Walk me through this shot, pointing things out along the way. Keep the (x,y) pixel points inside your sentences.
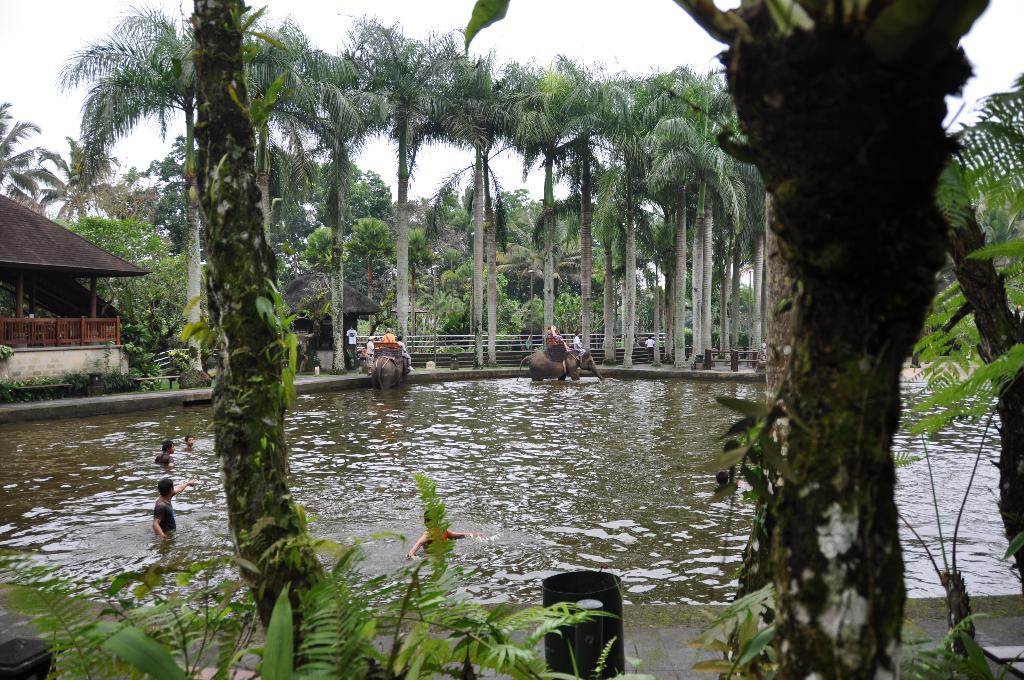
At the bottom of the picture (275,596), we see the trees (393,604) and a garbage bin (589,656). Beside that, we see the people (164,496) are swimming in the water (416,532). We see the people (402,346) are riding the elephants (532,356) in the water (600,400). Behind them, we see the railing (536,333) and the people (652,344) are standing. On the left side (16,238), we see a building (90,363) or a gazebo (46,272) with a grey color roof (71,265). We even see the railing (109,334). There are trees (195,220) in the background (658,267).
